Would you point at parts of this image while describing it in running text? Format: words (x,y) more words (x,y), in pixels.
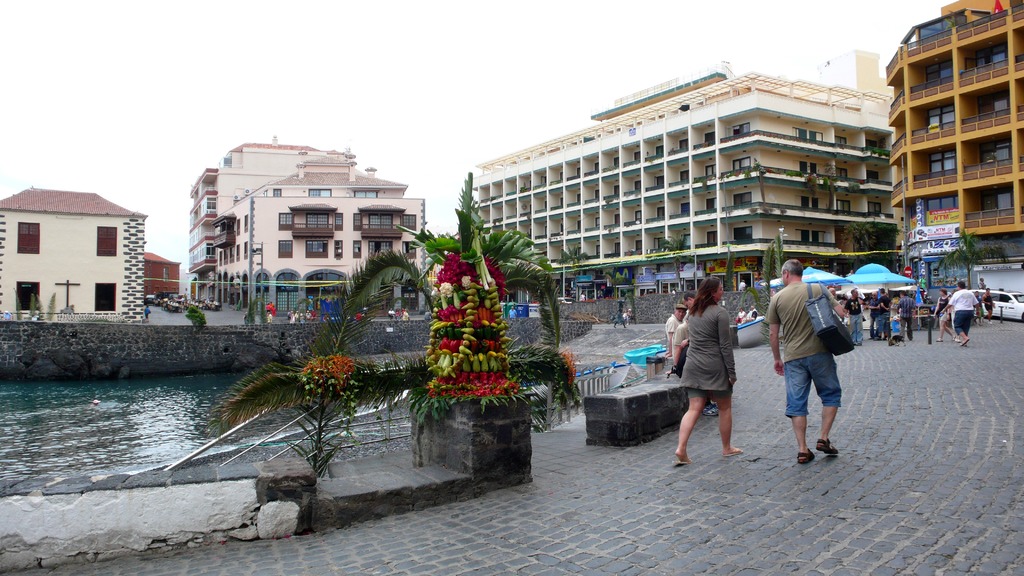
At the top of the image (780,178) we can see sky (295,94), buildings (373,173), stores (628,272), windows (225,226) and trees (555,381). At the bottom of the image (115,429) we can see lake (156,420), persons (691,434) standing in the street (773,463), buildings (974,222), motor vehicles (997,299), parasols (814,275), trees (558,355) and fruits (482,383).
